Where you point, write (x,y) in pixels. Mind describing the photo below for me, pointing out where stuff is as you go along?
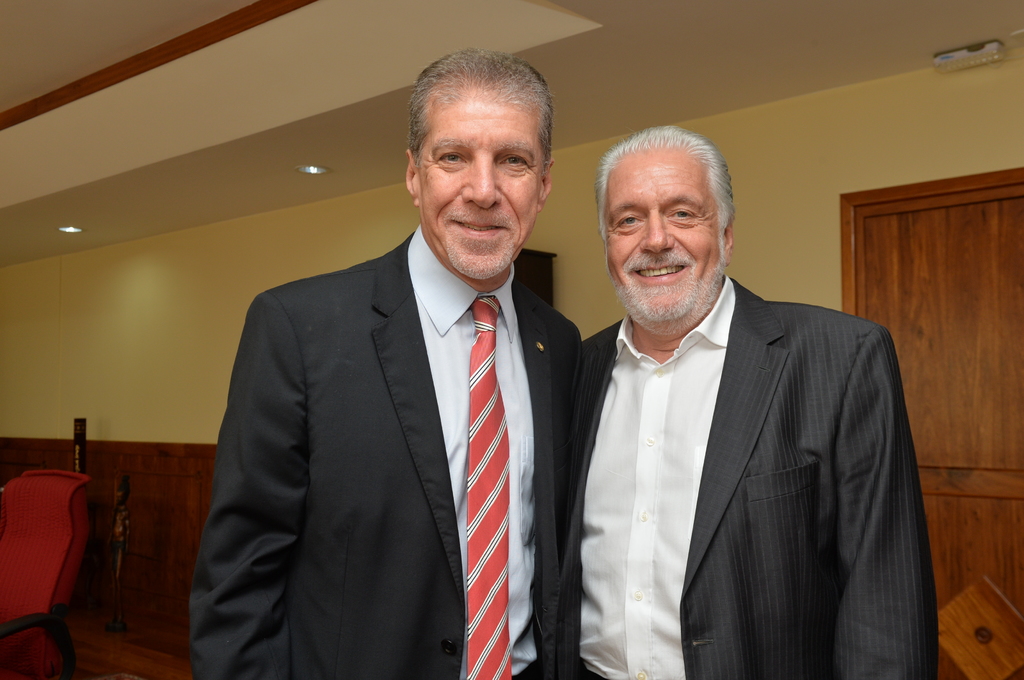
In this image we can see two persons (477,459) are standing and smiling and they are wearing suits (553,437). Behind them yellow color wall (206,283) and brown color door (886,296) is present. Left side of the image (56,538) red color chair (62,602) is there.
